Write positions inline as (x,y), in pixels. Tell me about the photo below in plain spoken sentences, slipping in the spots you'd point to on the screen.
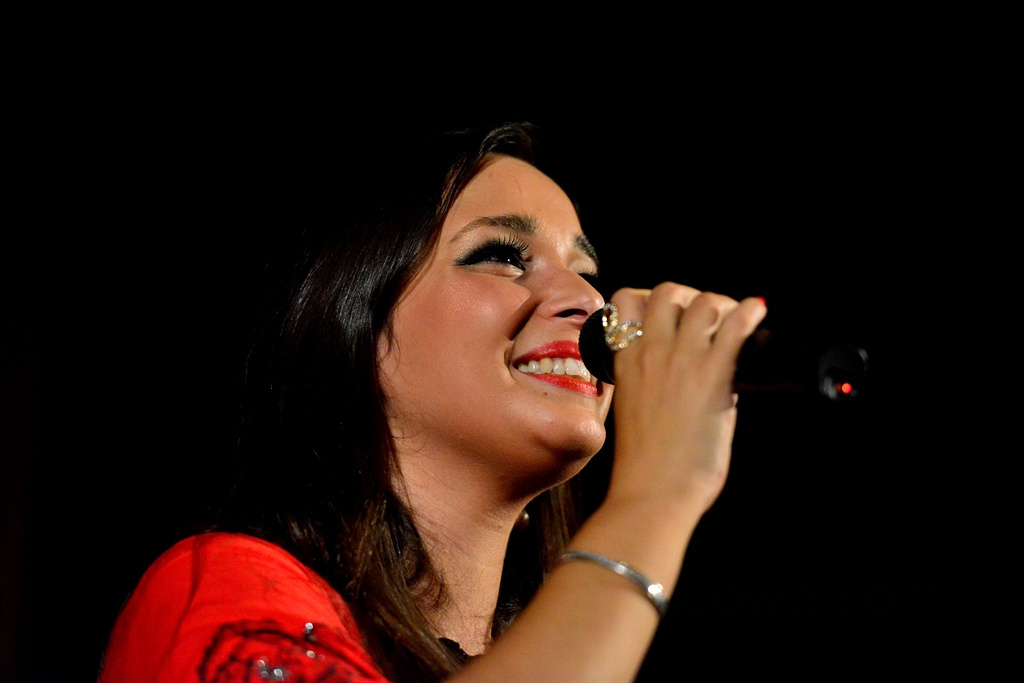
In this image I see a woman (715,300) who is wearing a red top (113,662) and she is smiling and she is holding a mic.
